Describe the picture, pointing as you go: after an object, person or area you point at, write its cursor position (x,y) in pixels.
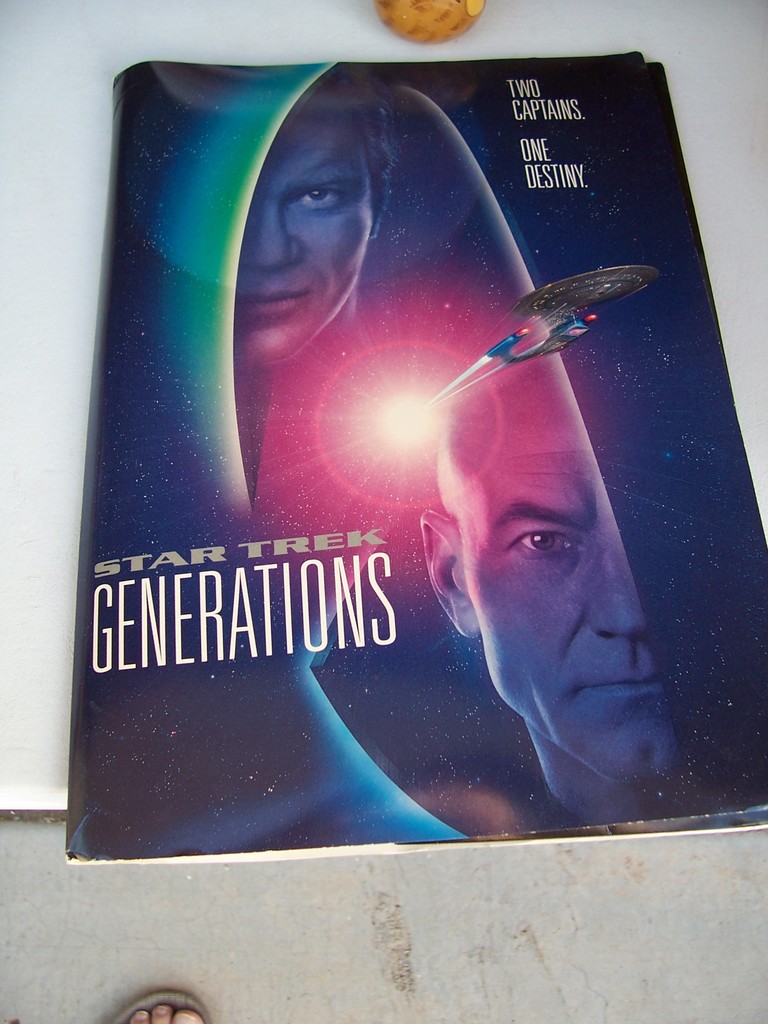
In the foreground of the image (176,1023) we can see a leg (172,1014) of a person (180,1013). In the center of the image (451,414) we can see a book (600,208) with pictures (520,492), text (524,153) and an object (444,11) placed on the surface (40,659).
